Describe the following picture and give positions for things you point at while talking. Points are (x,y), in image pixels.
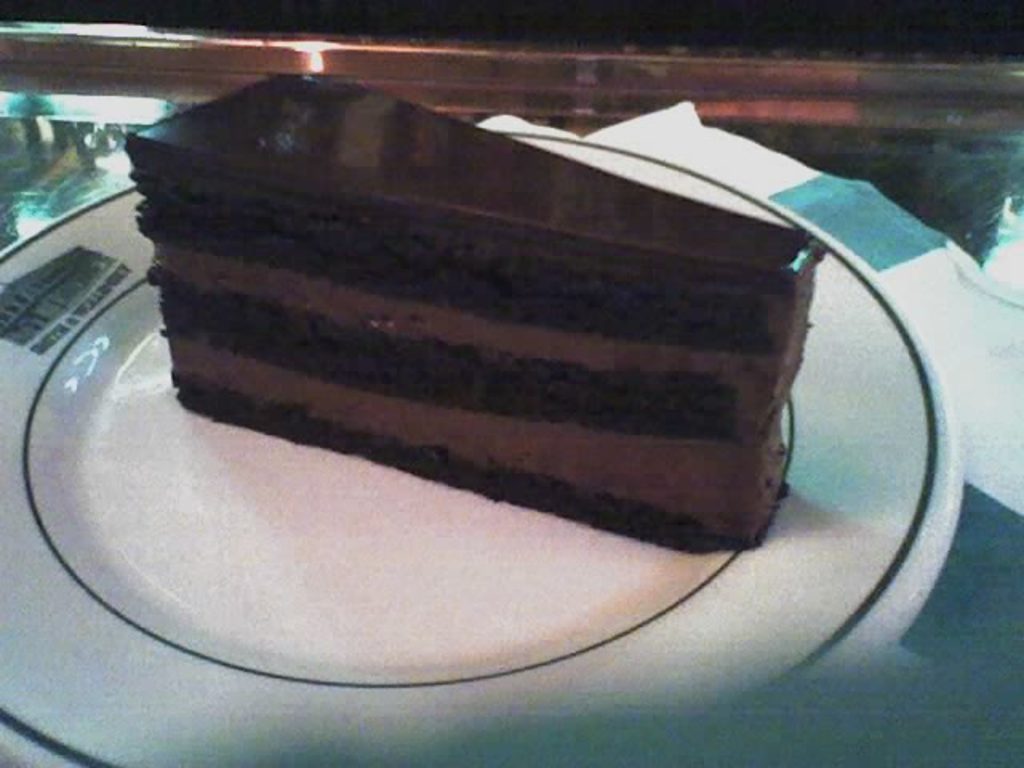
This is a zoomed in picture. In the center (407,503) there is a white color platter (71,435) containing a cake (449,367) and the platter (833,404) is placed on an object (975,304) seems to be the table (1018,133). On the left (49,342) we can see the text (83,305) on the platter (51,285).
